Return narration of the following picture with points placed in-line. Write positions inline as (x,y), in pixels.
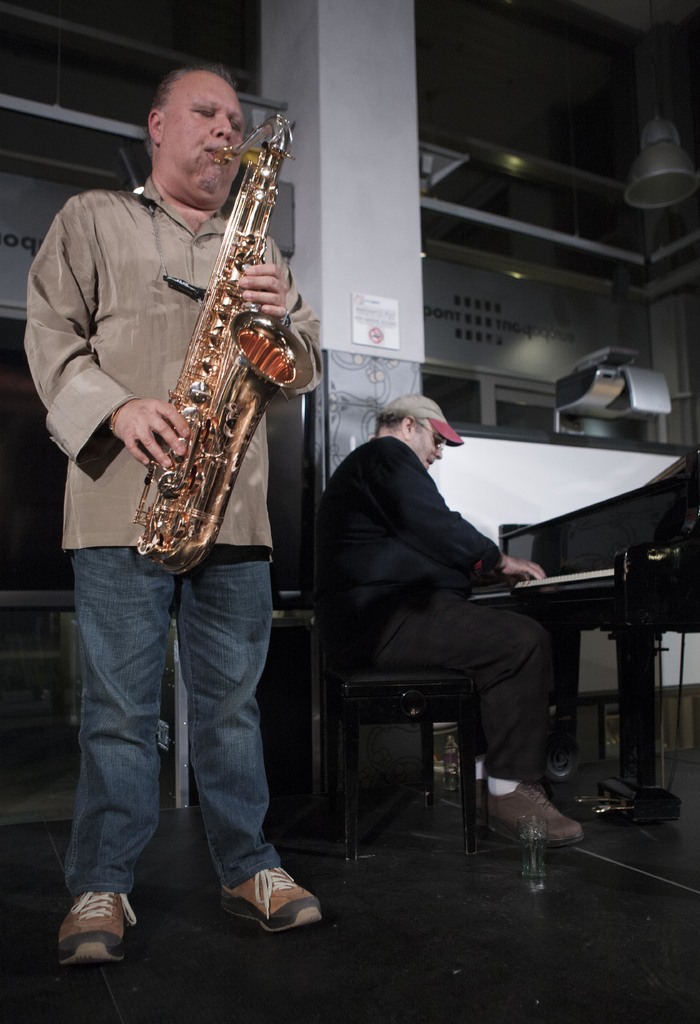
In this picture there is a man (146,753) who is playing a saxophone (188,382). On the right (699,582) there is a man (395,518) who is sitting on the chair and playing a piano (601,589). In the back (623,390) I can see the windows (429,364), exhaust duct (586,382) and pillar (351,329). In the top right corner (658,147) there is a light (651,140) which is hanging from the roof (606,22).
